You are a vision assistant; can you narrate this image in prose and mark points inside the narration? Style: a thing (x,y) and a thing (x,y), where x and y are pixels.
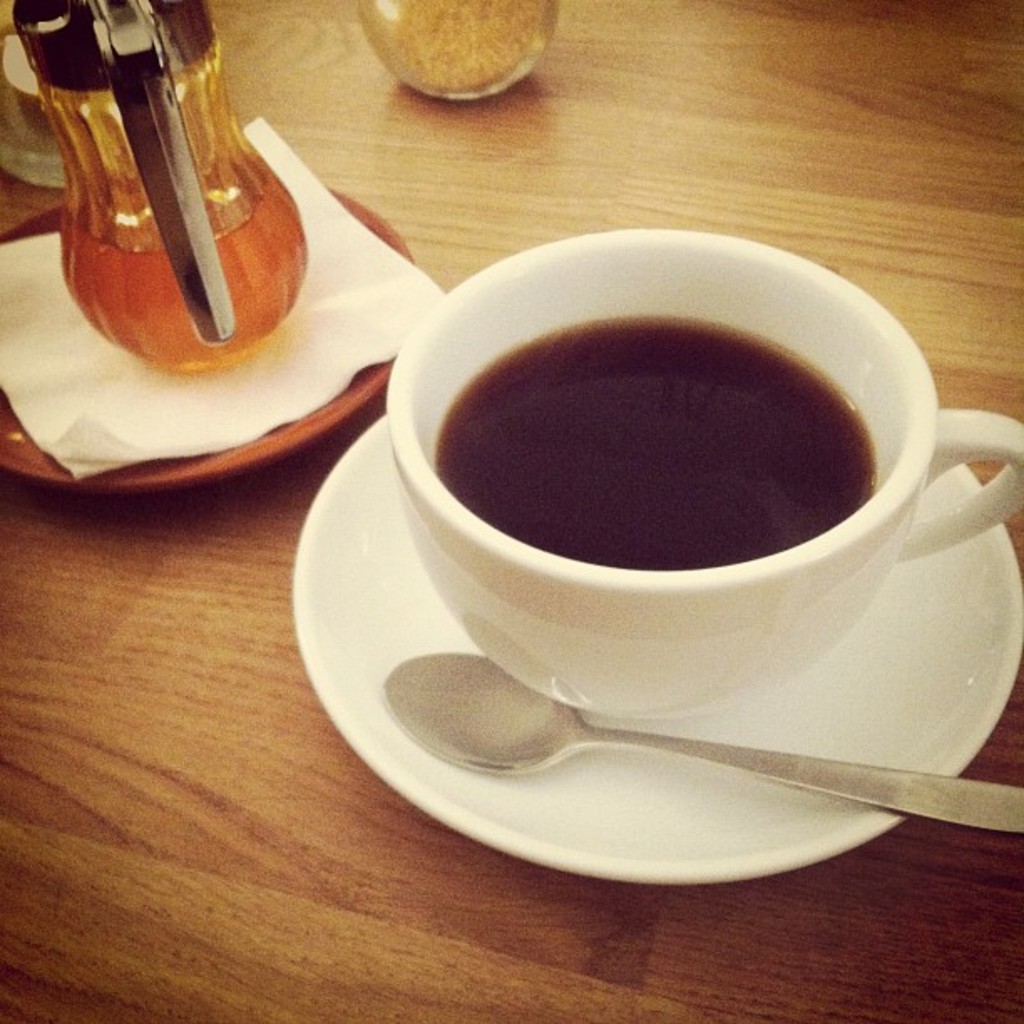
Here in this picture we can see a table (539,153) on which we can see a cup (564,608) of coffee (610,541) on a saucer (699,788) with a spoon (497,714) present on it over there and beside that we can see a jar (223,309) of honey (176,317) placed on a plate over there and we can also see other glasses (464,94) also present over there.
